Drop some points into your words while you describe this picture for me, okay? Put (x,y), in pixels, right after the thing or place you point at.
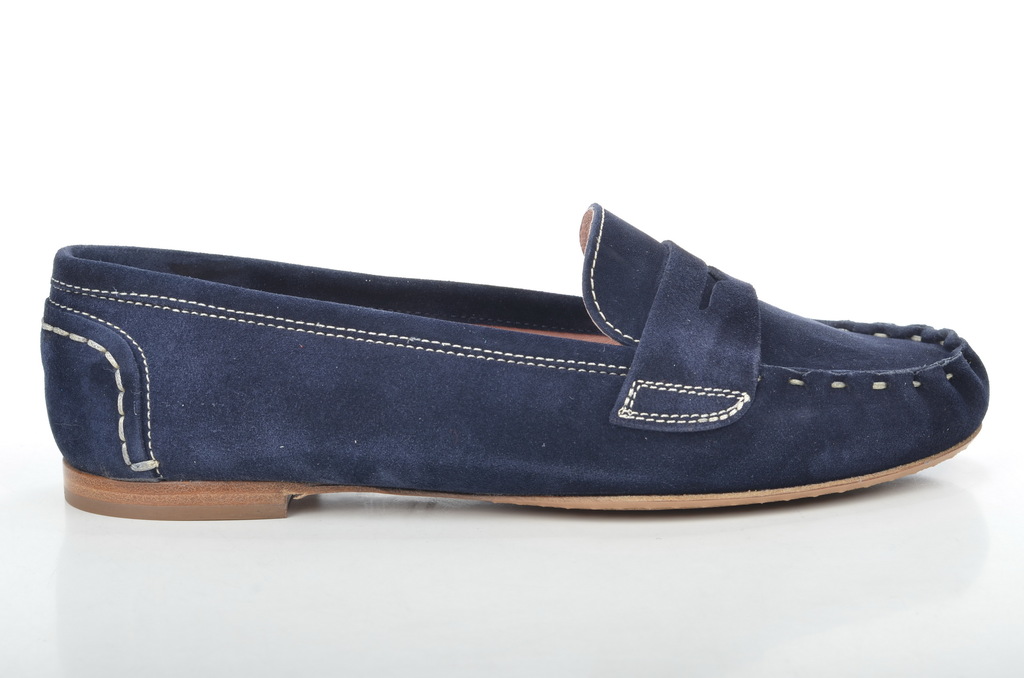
In this image, we can see a shoe (456,481) on the white surface (1005,543).
